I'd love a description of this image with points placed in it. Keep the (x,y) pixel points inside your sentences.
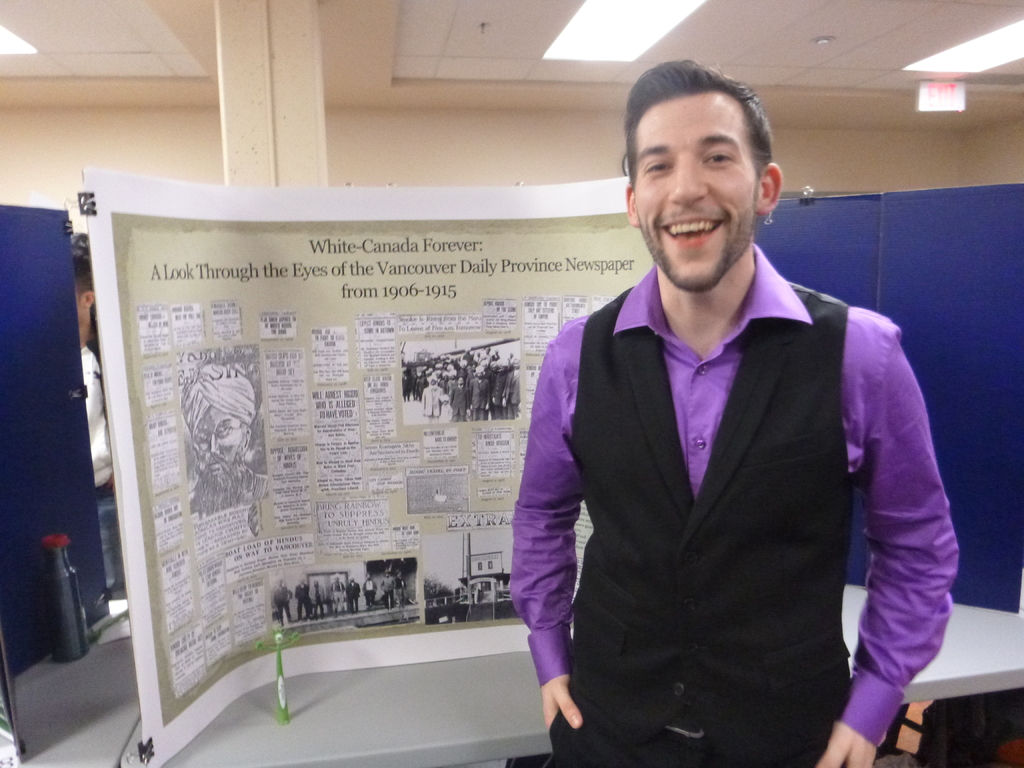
In this image I can see a man (586,352) standing behind him there are some notice boards (410,404), also there is a pillar (236,34) and lights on the ceiling (409,13).
